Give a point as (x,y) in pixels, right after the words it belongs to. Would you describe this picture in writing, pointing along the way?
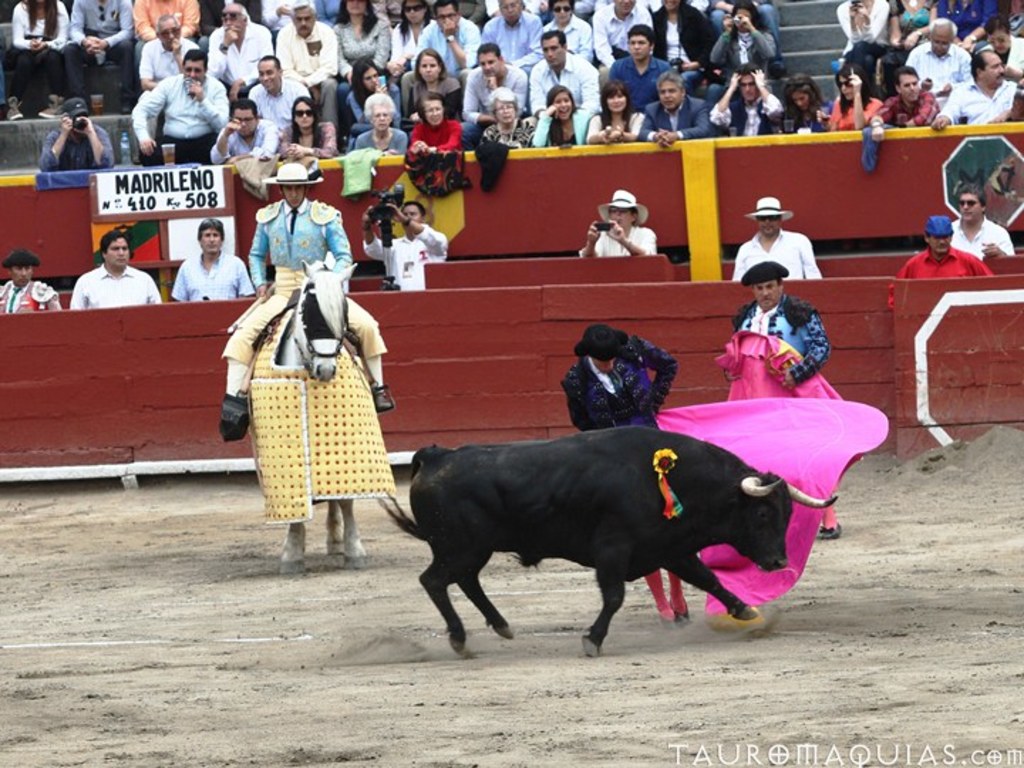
In this image we can see the animals (622,431). We can also see the people (760,255) wearing the hats (752,283). In the background (665,180) we can see the wall (840,348) and also the board (130,212) with the text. We can also see the people (607,117) sitting. At the bottom (262,659) we can see the sand (727,652) and at the bottom right corner (821,747) there is text (765,754).
